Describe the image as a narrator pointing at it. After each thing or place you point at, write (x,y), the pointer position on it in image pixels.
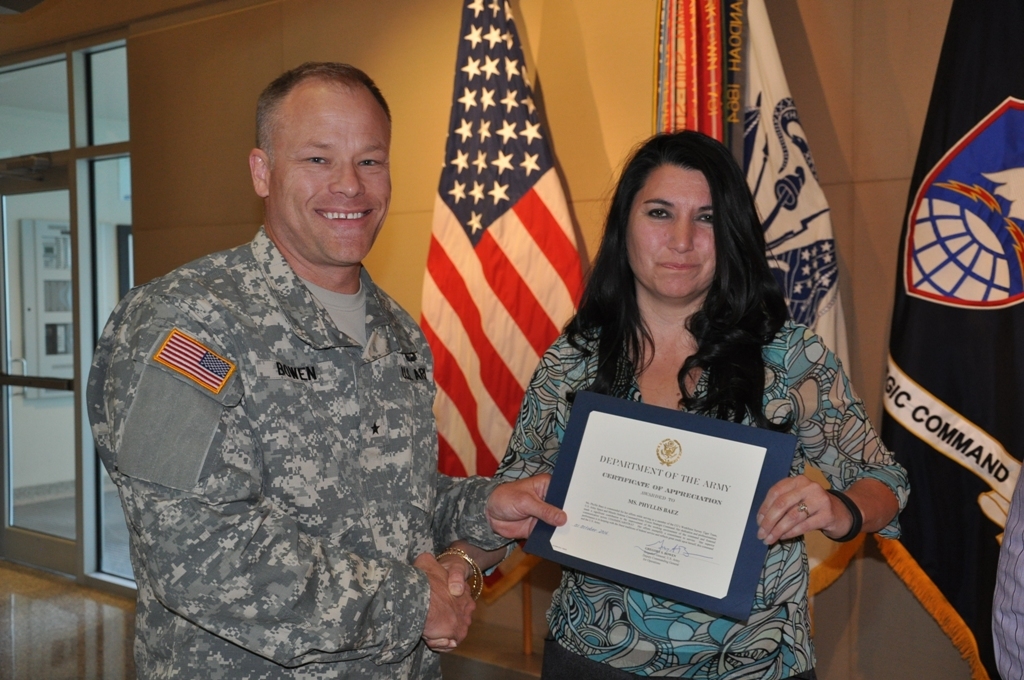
In this image there are two persons (818,496) standing, they are holding an object (647,468), a person (1022,612) is truncated towards the right of the image (1004,534), there are flags (528,129) truncated towards the top of the image (484,76), there is the wall (169,162), there are windows (65,342) truncated towards the left of the image (53,273), there are objects (54,237) on the wall (619,84).
